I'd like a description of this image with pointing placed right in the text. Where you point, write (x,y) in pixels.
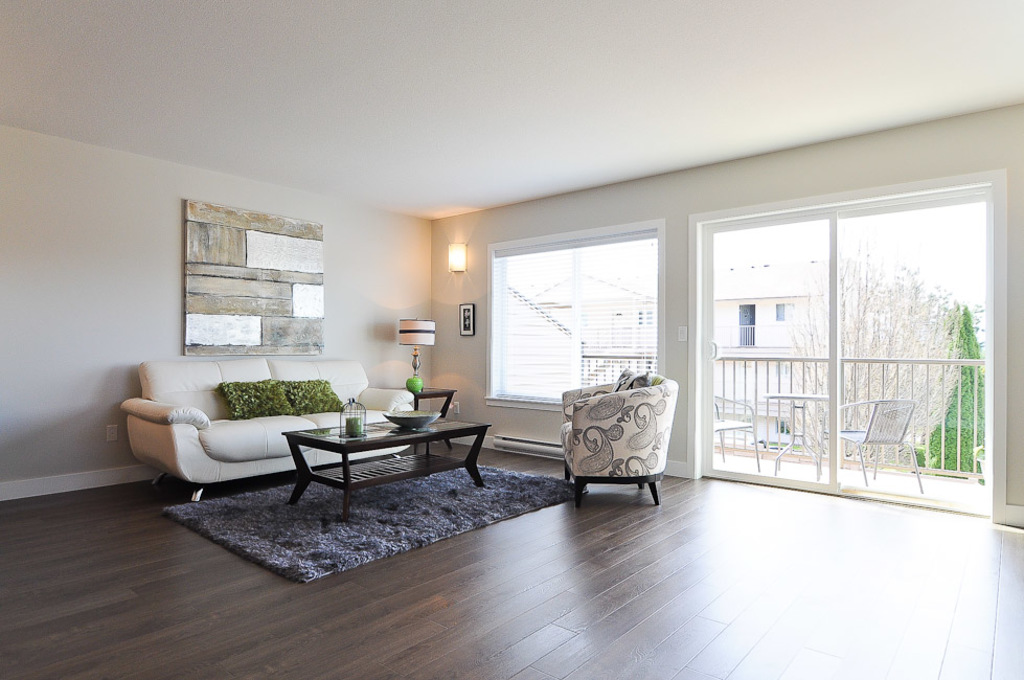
This is an inside view. In the middle of the room (314,520) there is a white color couch (225,432). In front of this there is a table (356,438). On which few objects (360,424) are placed. At the back of this couch (186,379) there is a wall (139,296) on which a board (188,285) is attached. On the right side of the image (744,338) there is a window (628,346) through that we can see the outside view.
